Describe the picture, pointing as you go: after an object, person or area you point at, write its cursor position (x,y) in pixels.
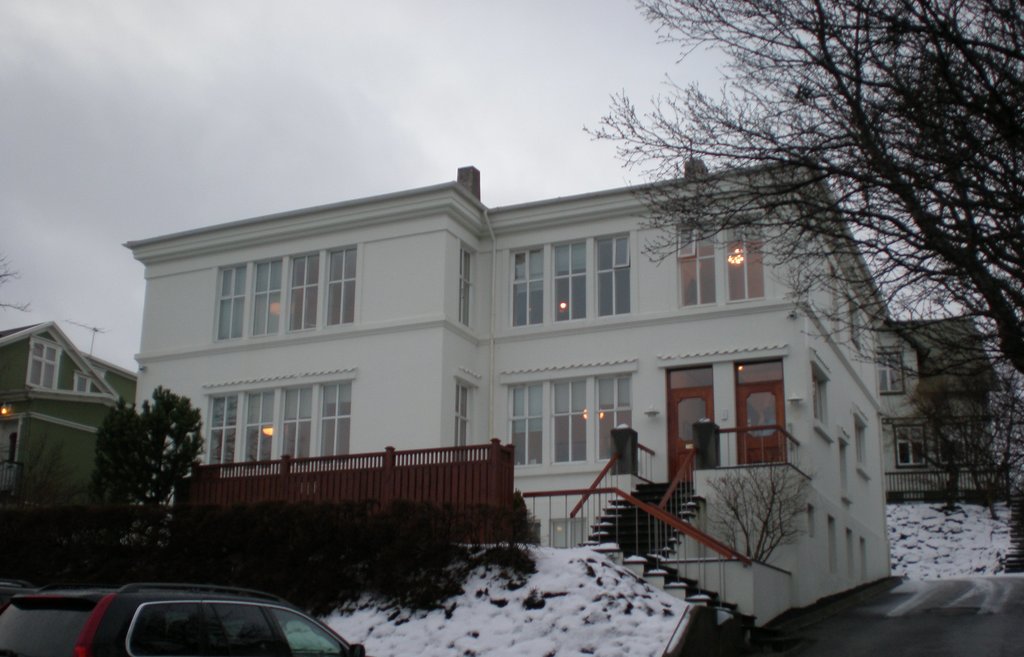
In this image I can see three buildings (681,390). I can see few trees (1012,333). I can see the staircase (664,551). I can see a car (237,649). At the top (449,45) I can see clouds (260,93) in the sky (328,65).
